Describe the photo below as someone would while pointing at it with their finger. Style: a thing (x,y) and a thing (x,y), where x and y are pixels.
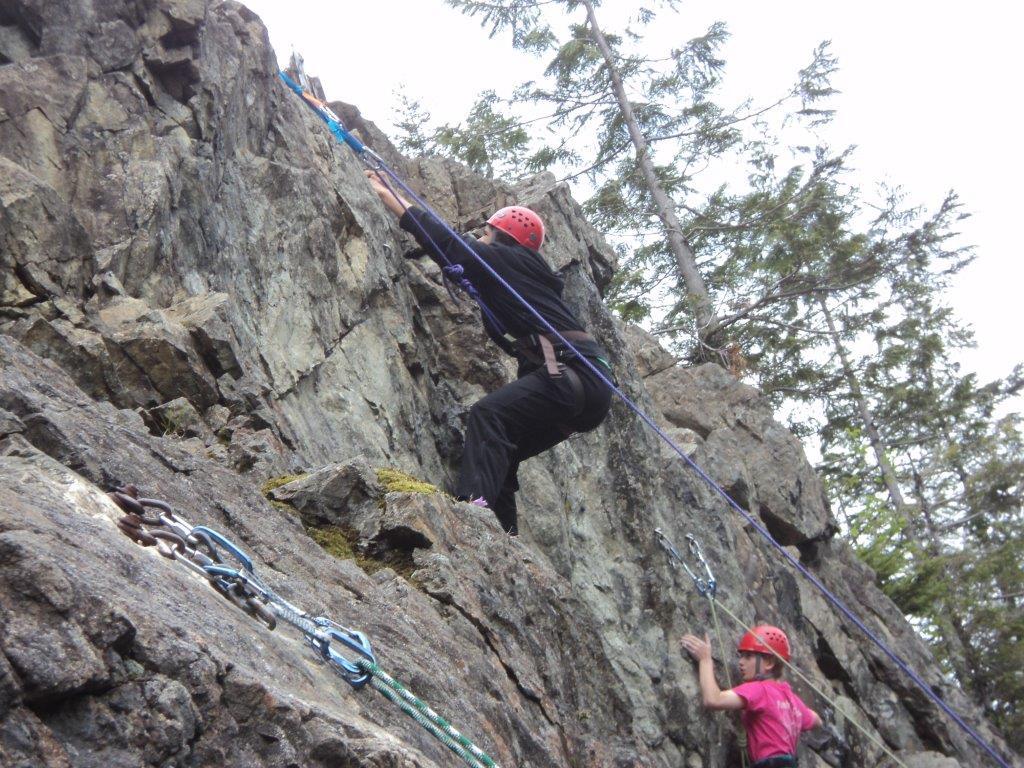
In the picture I can see two persons (518,323) and they are climbing the rock (783,561). They are wearing the clothes (751,720) and there is a helmet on their head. I can see the climbing ropes (495,325) on the rock (702,468). There are trees (962,396) on the right side (897,511).
